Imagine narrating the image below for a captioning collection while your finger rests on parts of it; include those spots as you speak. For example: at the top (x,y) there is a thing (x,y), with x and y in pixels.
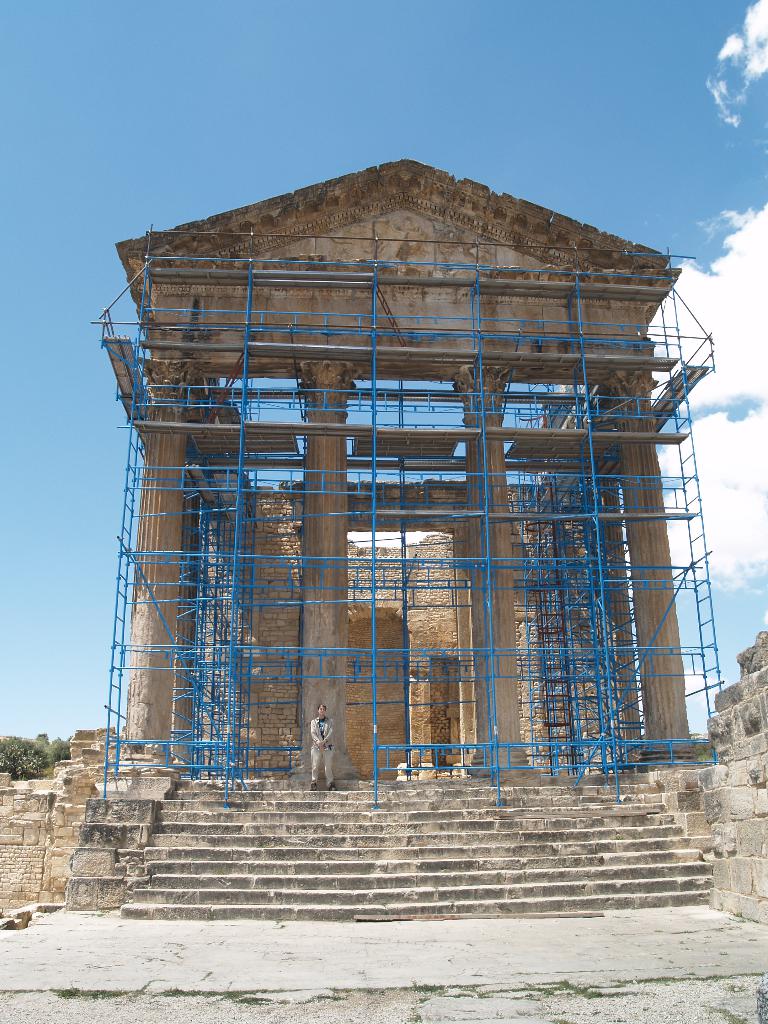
In the center of the image (346,440) there is a building (442,634) under construction. At the bottom of the image (315,726) we can see woman (314,740) and stairs (391,872). In the background (402,65) there are trees (17,760), sky (381,105) and clouds (749,340).
